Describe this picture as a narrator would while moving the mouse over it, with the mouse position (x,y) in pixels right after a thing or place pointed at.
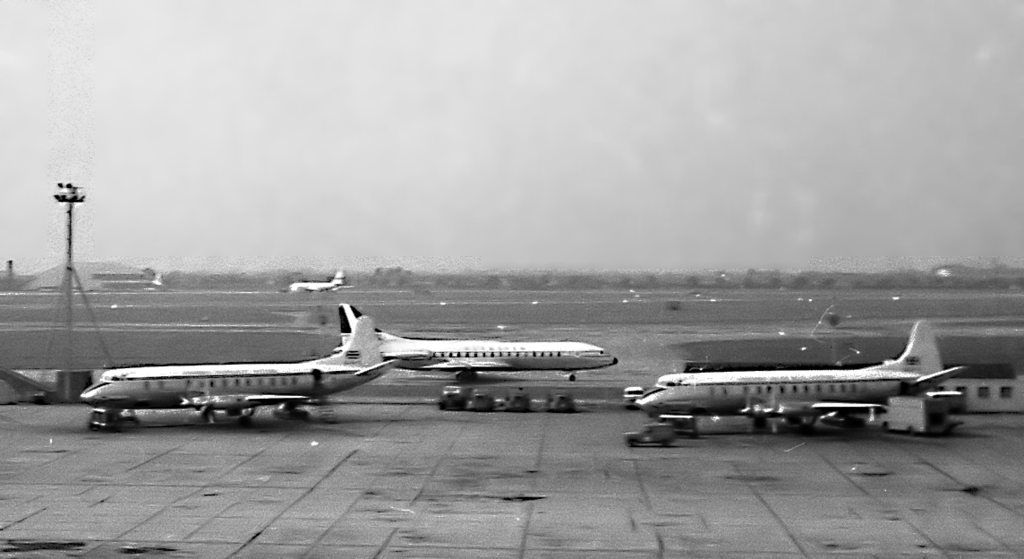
In this image there are four airplanes (862,386) on the runway (922,555), there are vehicles (624,399), pole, lights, trees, buildings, sky (365,212).
